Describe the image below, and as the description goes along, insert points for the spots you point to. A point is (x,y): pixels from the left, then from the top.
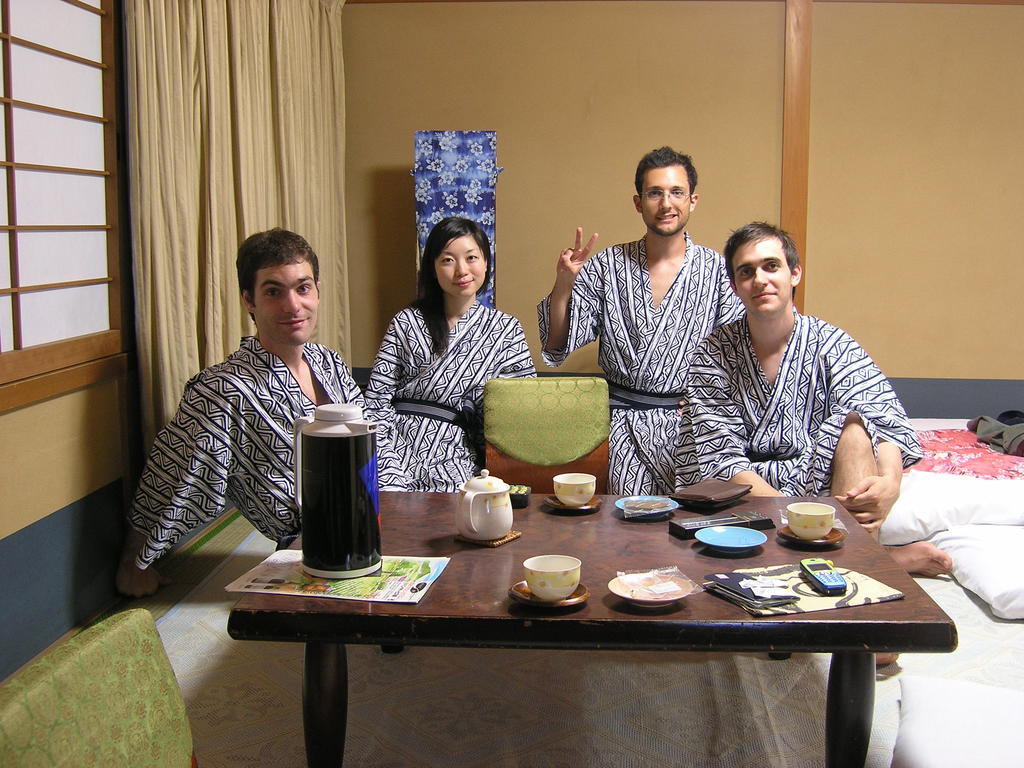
A window (83,123) with curtain (254,175). These persons (769,419) are sitting on the floor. On this table (597,514) there is a tea pot (476,499), cup (561,488), wallet (735,497), mobile (815,575), plate (652,605) and papers (752,600). A pillow (1006,618) on bed (999,589).
